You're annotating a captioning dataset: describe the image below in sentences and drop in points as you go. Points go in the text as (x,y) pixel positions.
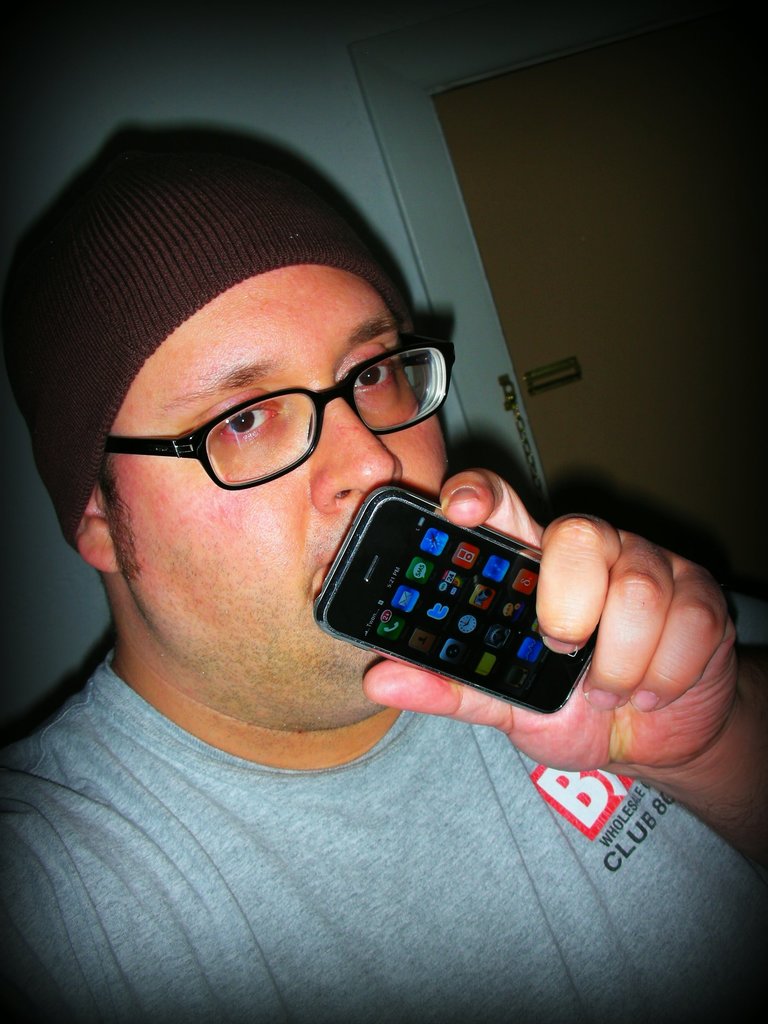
In the image we can see there is a man (349,815) who is standing and holding mobile phone (424,578) in his hand (619,624).
